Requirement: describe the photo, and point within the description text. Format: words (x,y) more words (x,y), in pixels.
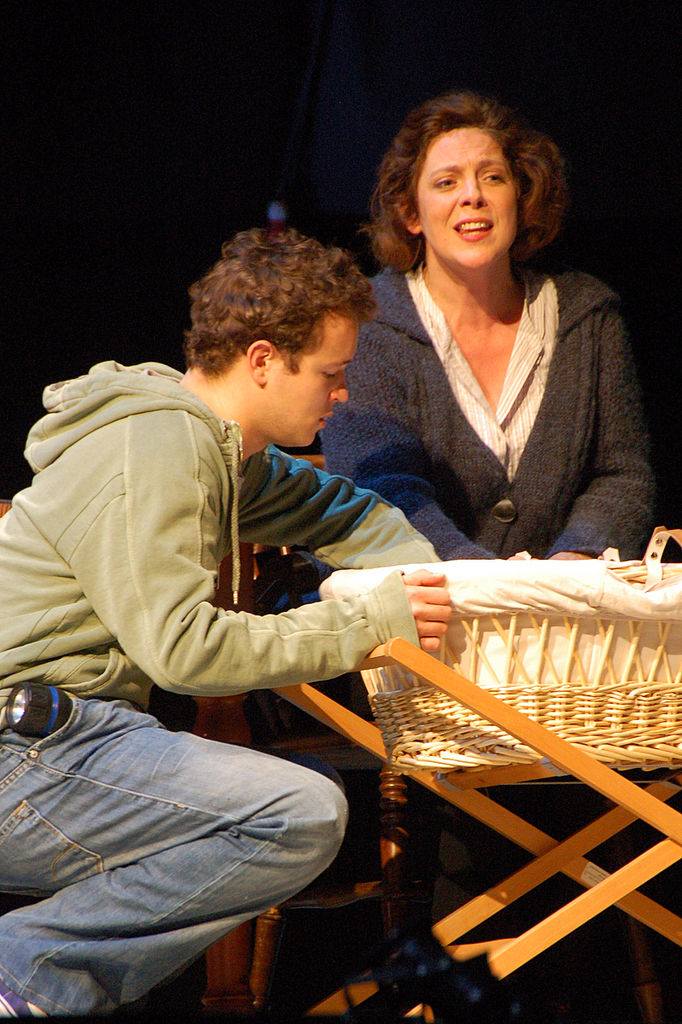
In this picture I can see two people (248,451) sitting in front of the table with some basket (576,669).
